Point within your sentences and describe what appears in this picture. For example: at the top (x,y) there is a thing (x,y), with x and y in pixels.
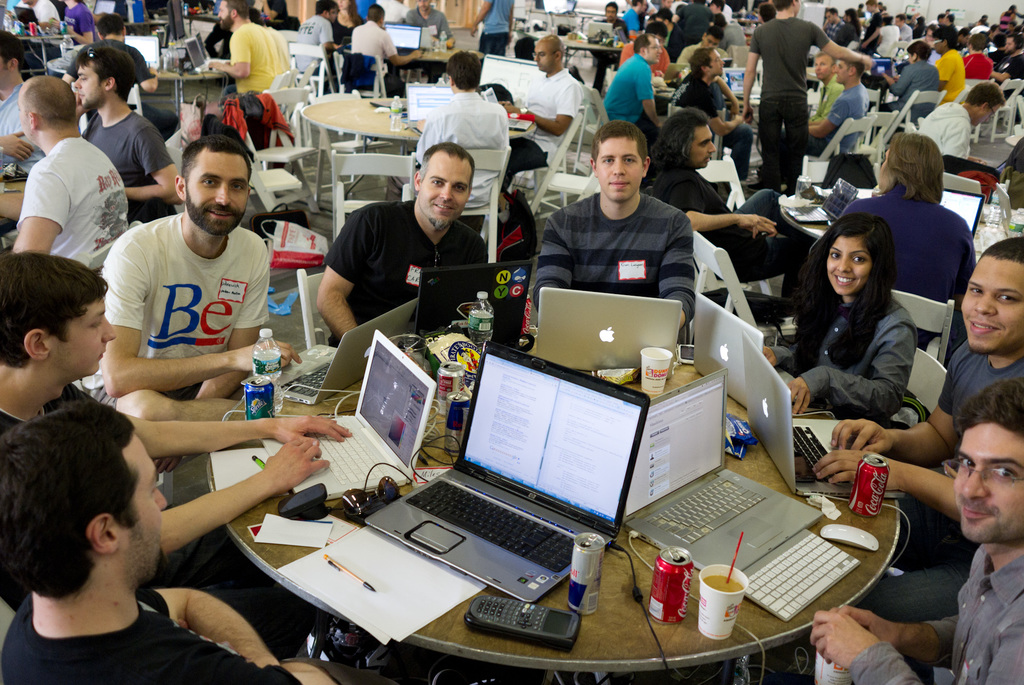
This image consists of many people (829,617) sitting in the chairs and there are many tables (444,627) on which laptops (429,406) are kept. In the front (606,614), there are tins (664,595), papers (376,612), glasses (720,597) and laptops (511,419) along with bottles (487,313) on the table (607,623).
